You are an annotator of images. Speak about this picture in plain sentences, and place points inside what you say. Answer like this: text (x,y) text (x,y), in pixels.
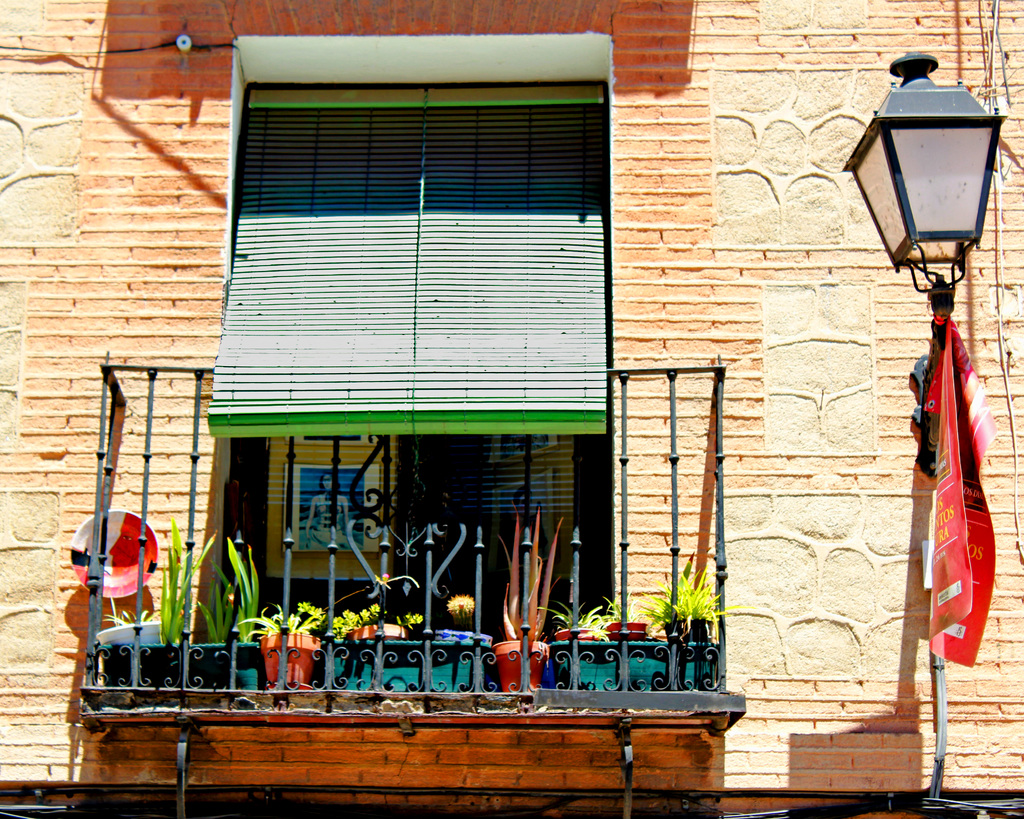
Towards right (956,148) we can see a lamp (919,152) and a banner (969,482). In the middle (419,538) there are flower pots (351,670), plants (521,617), corridor (529,667), window blind (360,371) and window (223,477). In this picture we can see a building's wall (83,86).
